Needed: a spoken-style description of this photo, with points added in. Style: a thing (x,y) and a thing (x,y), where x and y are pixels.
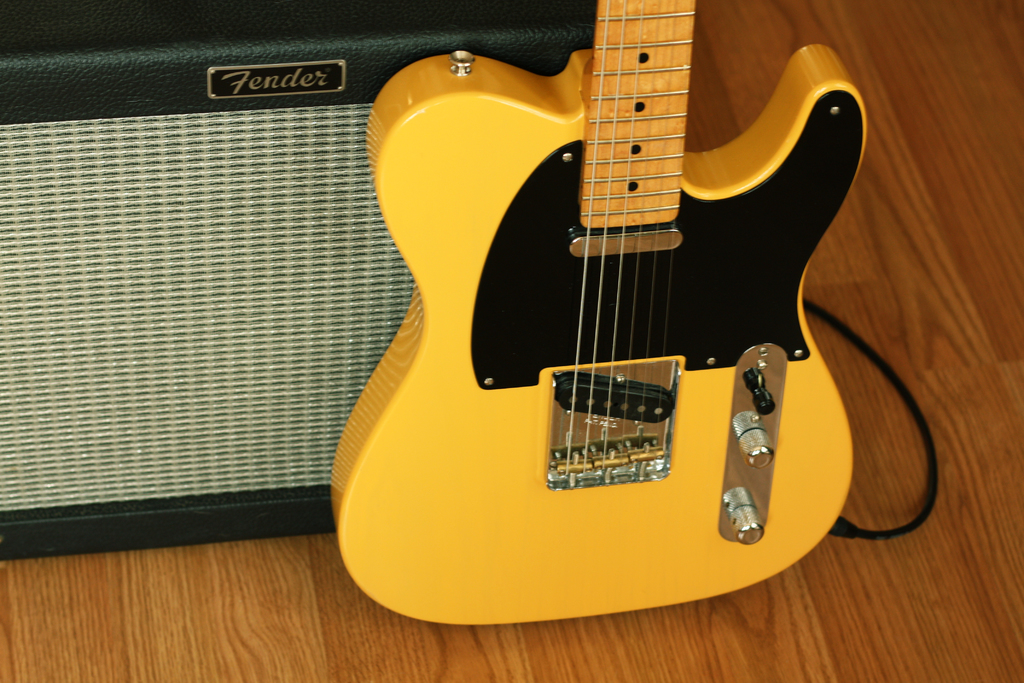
In this picture in the front (569,286) there is a guitar (616,369) and there is a wire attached to the guitar (800,484) and in the background (330,163) there is an object (214,158) which is visible with some text (261,77) written on it.
